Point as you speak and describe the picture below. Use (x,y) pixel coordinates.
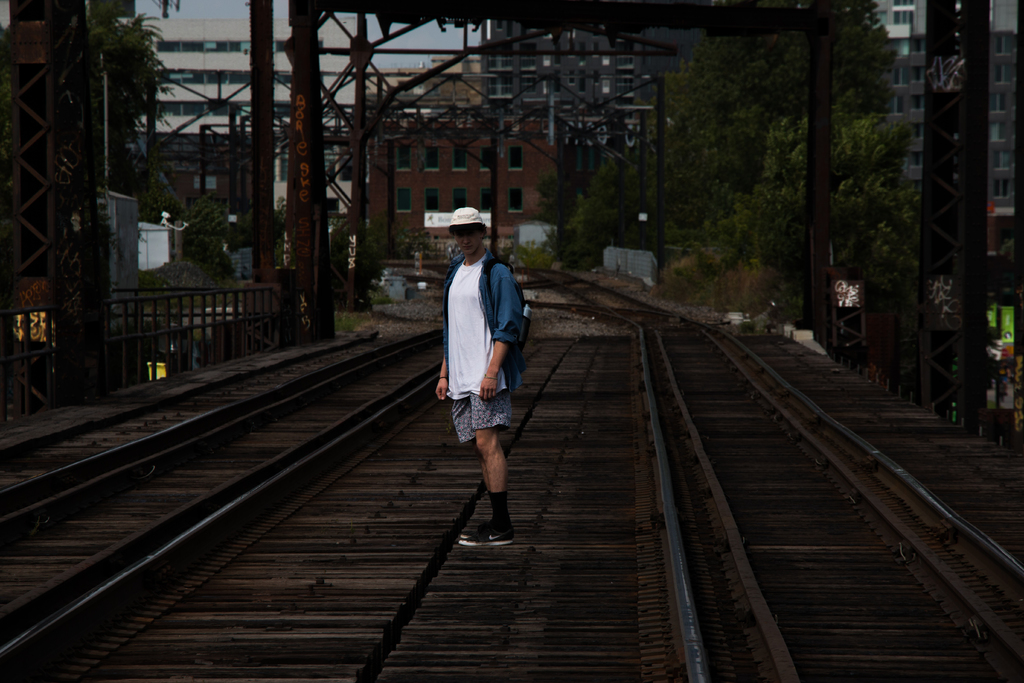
In this image there is a person (503,382) standing in between the tracks (856,583), there are a few metal structures (123,326) and few poles (644,133). In the background (683,140) there are trees (702,76) and buildings (173,125).
